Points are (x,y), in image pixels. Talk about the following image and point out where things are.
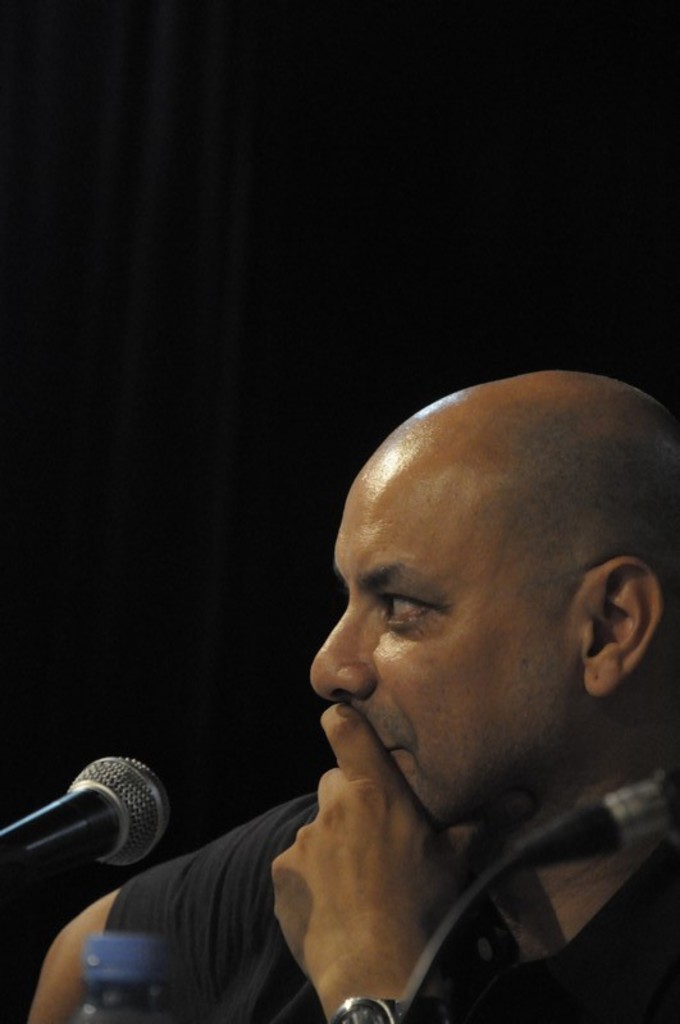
In the center of the image (354,478) there is a person (274,1017). There is a mic (137,837). There is a bottle (98,1011).
